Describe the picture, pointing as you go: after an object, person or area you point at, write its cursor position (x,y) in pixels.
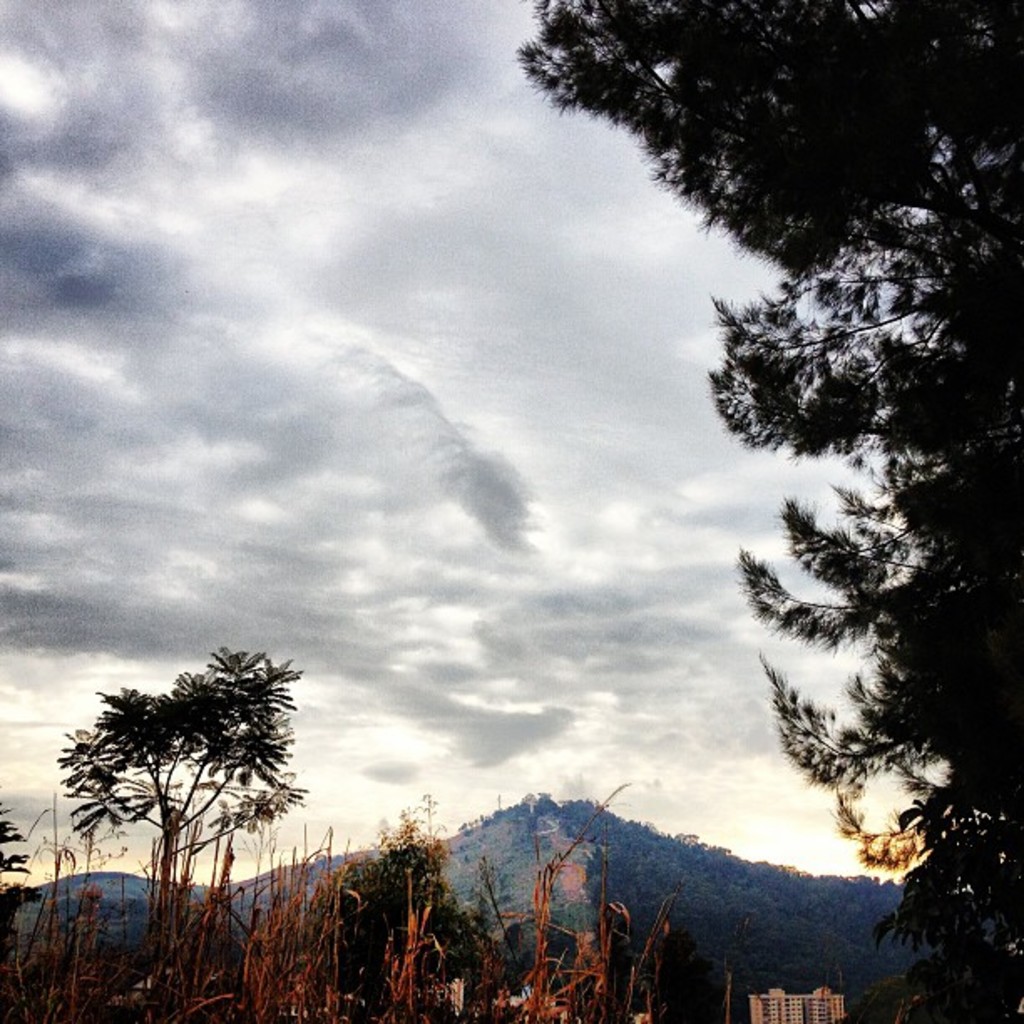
On the right side (780,417), we see the trees (877,733). At the bottom (246,975), we see the long wooden sticks (409,972). On the left side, we see a tree (157,951). In the background (768,1018), we see a building (758,1009). There are trees (588,868) and hills (549,858) in the background (485,858). At the top (327,247), we see the sky (263,333).
